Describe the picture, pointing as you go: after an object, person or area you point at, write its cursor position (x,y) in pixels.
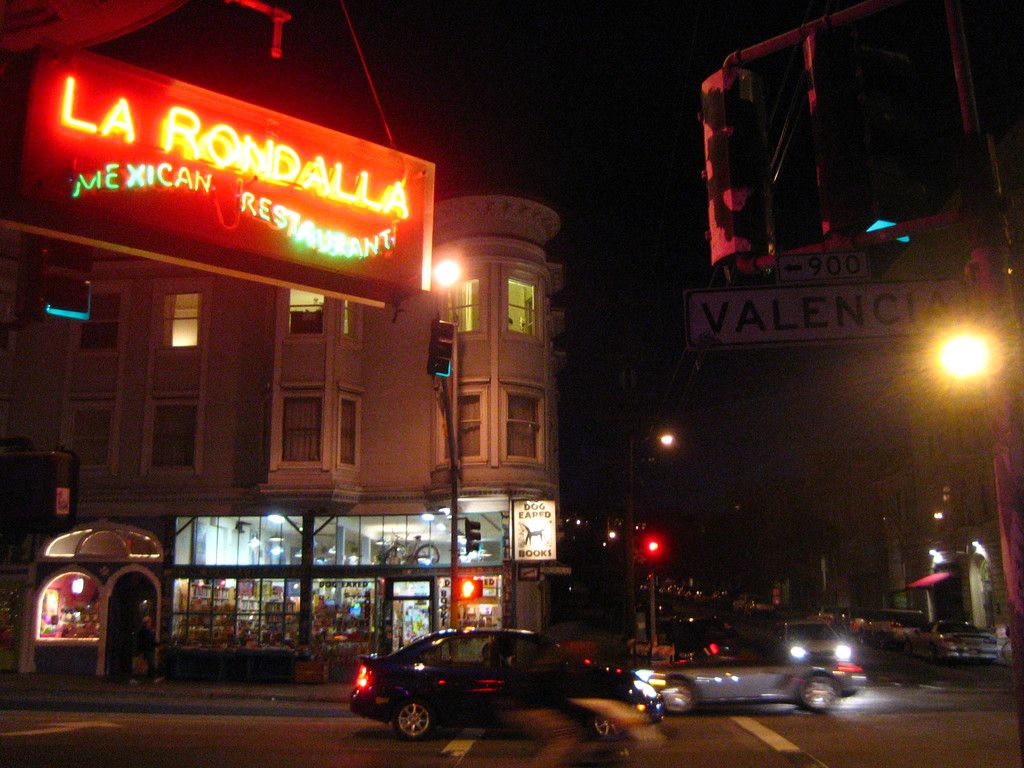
This image is taken in the dark where we can see the LED board (296,262), vehicles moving on the road (300,727), traffic signal poles (441,361), light poles (974,360), buildings (498,394) and the dark sky (632,344) in the background (683,323).
